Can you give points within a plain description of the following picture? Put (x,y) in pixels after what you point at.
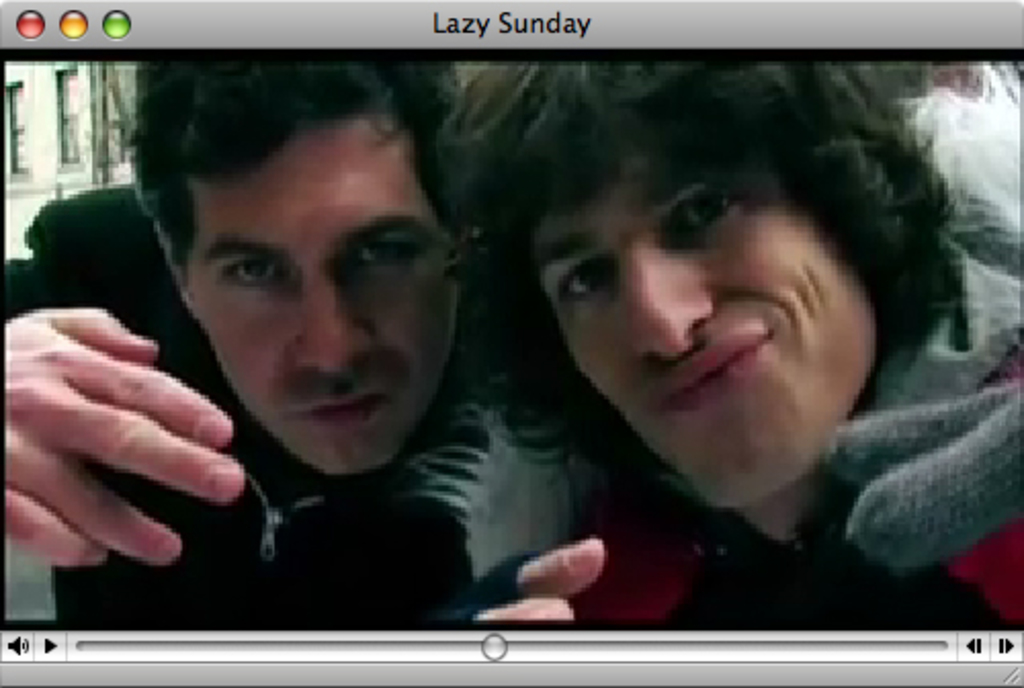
This is a picture of the screen (734,548), where there are two persons (415,268) in the image.
